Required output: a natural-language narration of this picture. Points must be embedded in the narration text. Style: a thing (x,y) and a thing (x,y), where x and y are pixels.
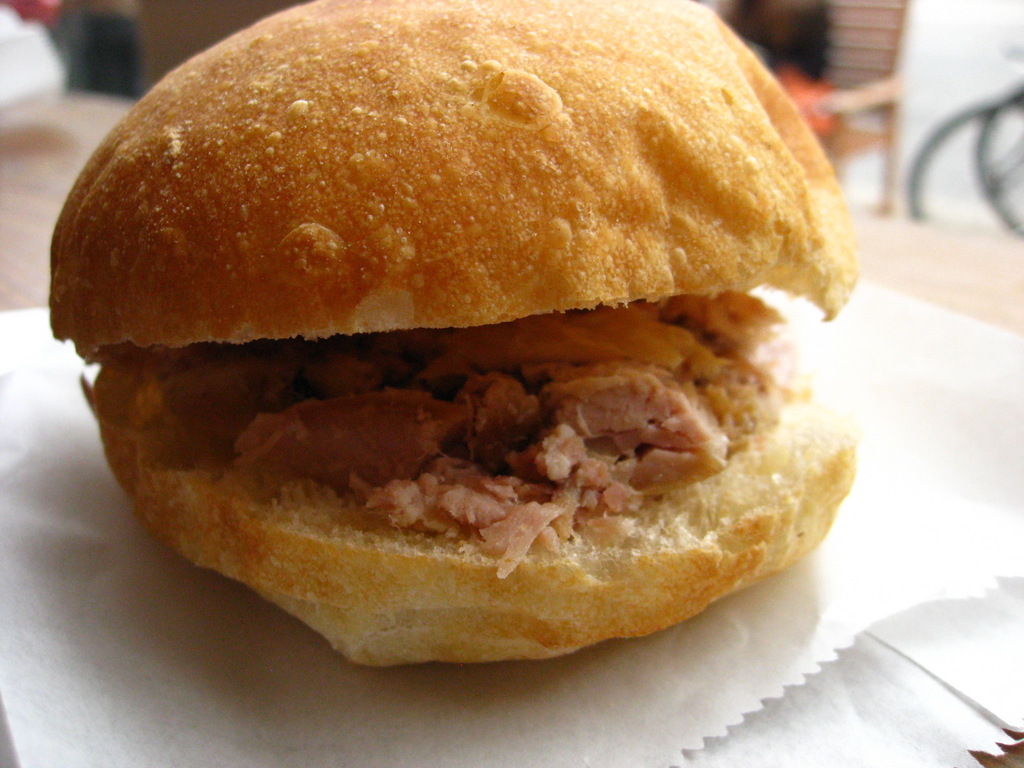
Here in this picture we can see a burger (452,255) present on a paper cover (6,664), which is placed on a table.
